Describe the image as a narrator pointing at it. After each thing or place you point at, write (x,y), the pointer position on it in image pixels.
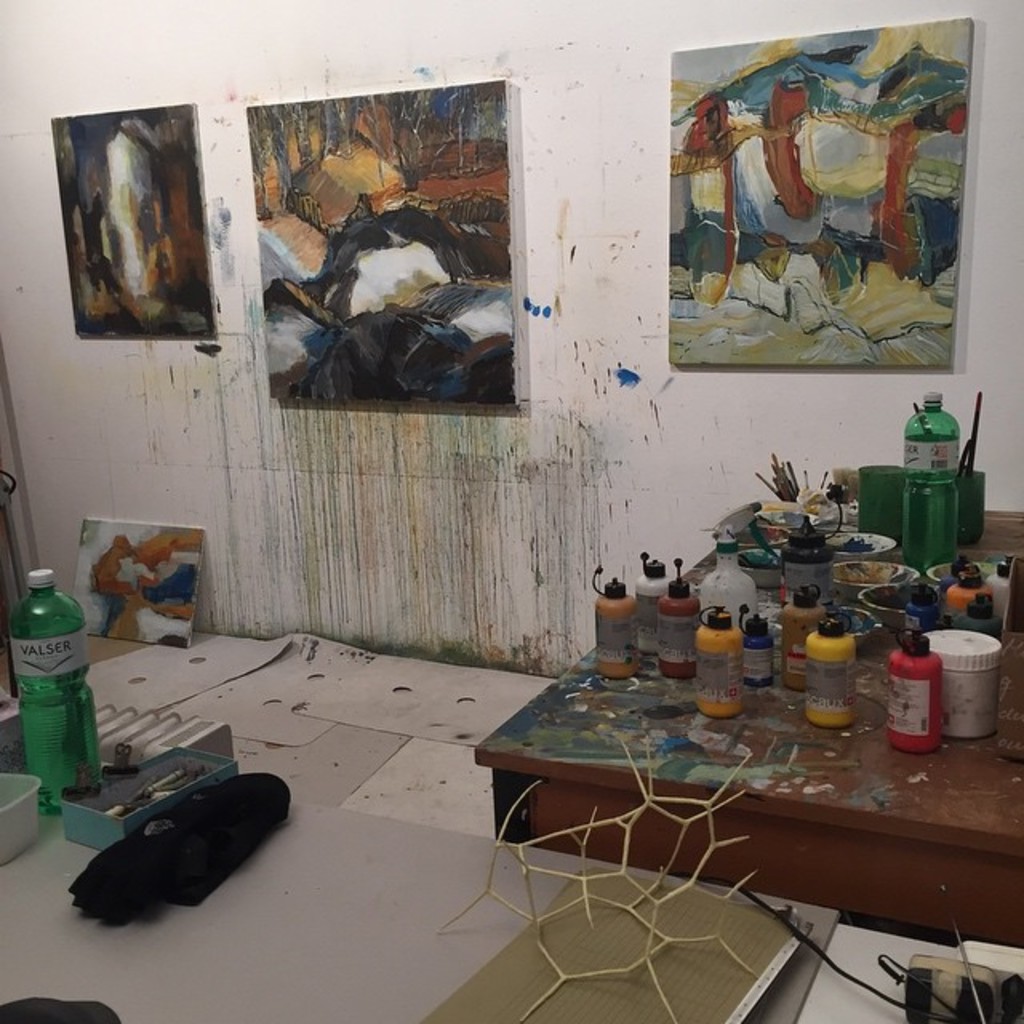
There are four paintings (183,302) in this room (223,426), three are on the wall (595,256) and the fourth (137,545) is on the left side of the image (140,566) and at the bottom left of the image (100,805) there is a water bottle (81,726) and a box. At the right side of the image (971,583) there is a table (773,777) on which there are different color paint bottles (834,612) and paint brushes (849,494) and a water bottle (915,471) and at the right side of the image (862,985) there is a object (926,1017) and the wall (582,84) is white.
